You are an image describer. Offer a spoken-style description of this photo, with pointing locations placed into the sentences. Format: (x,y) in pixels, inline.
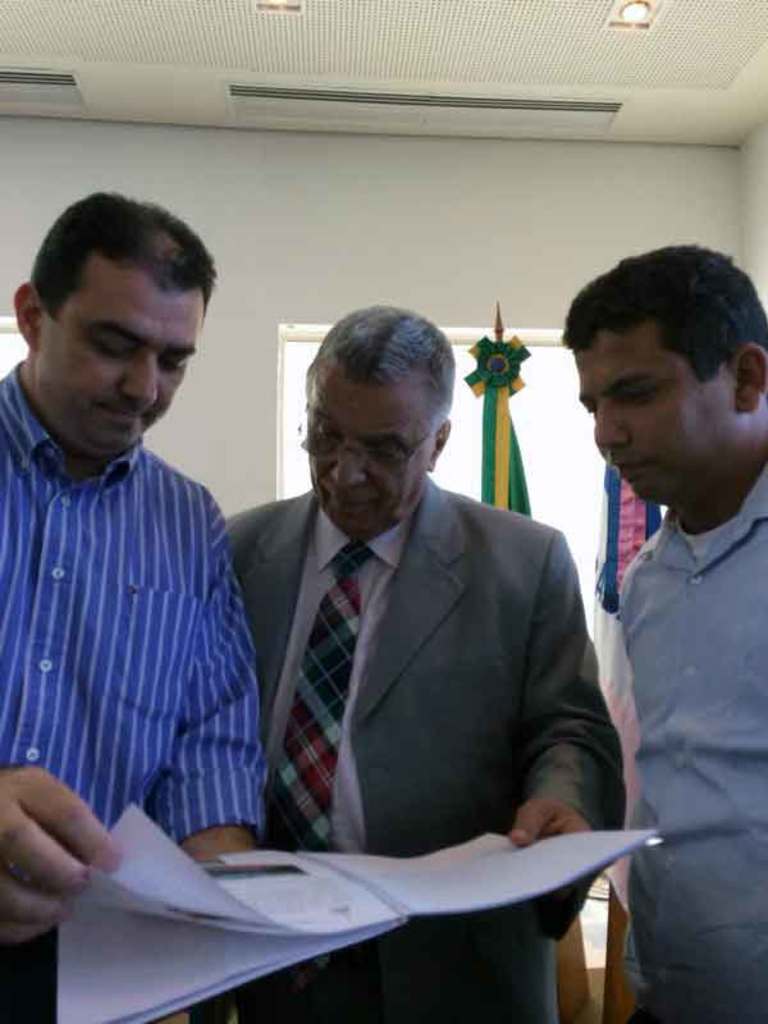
In the image there are three men (545,736) standing and looking at a book (352,901) and behind them there is window (555,473) on the wall (503,246) with ribbon (486,473) on it and over the ceiling (606,29) there are lights (631,20).
